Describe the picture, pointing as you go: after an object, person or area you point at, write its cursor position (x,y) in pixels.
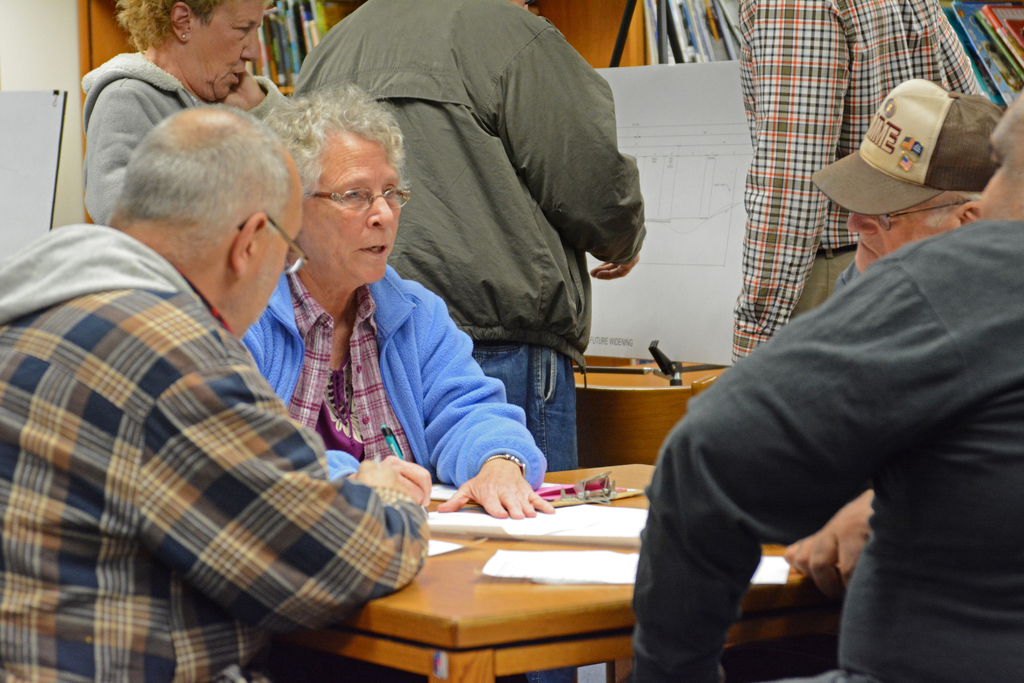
This Image consists of some people (719,449) and there is a table (590,643) in the middle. On that table (569,550) there is paper (584,560) pen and pad (597,496). People (380,403) are sitting around the table (785,548) and some people (395,91) are standing. There is a chart (621,288) in the middle (621,308) and there are books (681,0) in the racks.
